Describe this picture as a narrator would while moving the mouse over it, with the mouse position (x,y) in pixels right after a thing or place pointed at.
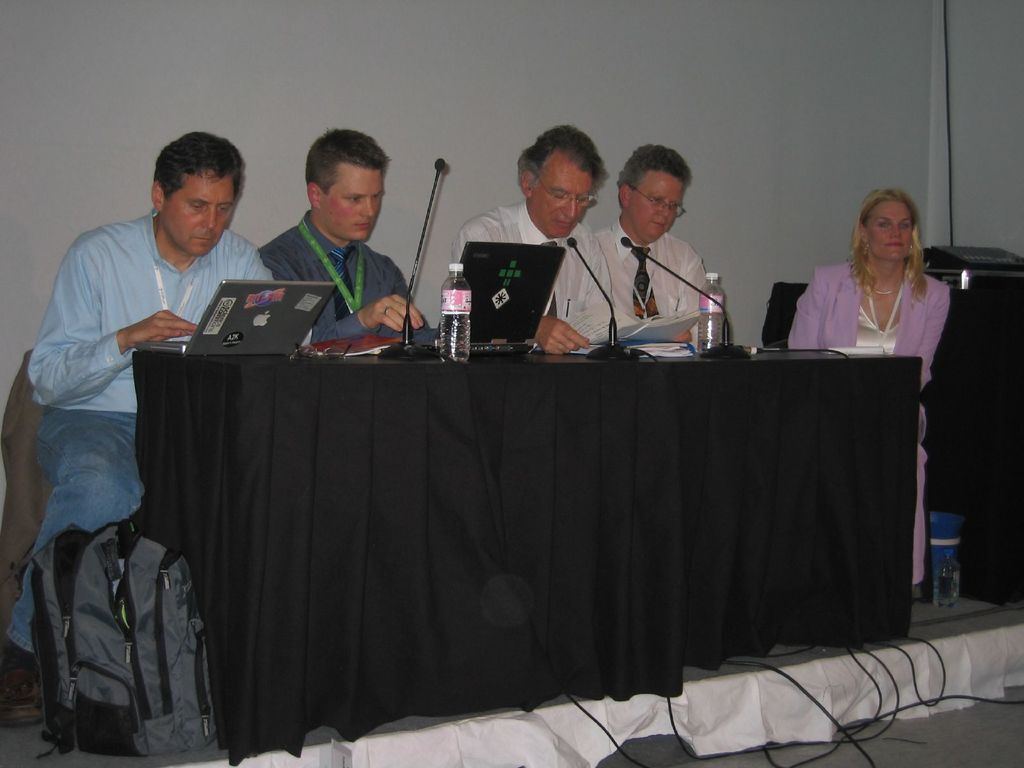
In this image there are group of persons (543,344) sitting on the chairs (783,314) and in front of them there are laptops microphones (415,344) and water bottles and at the bottom left of the image (143,650) there is a backpack (158,638).
